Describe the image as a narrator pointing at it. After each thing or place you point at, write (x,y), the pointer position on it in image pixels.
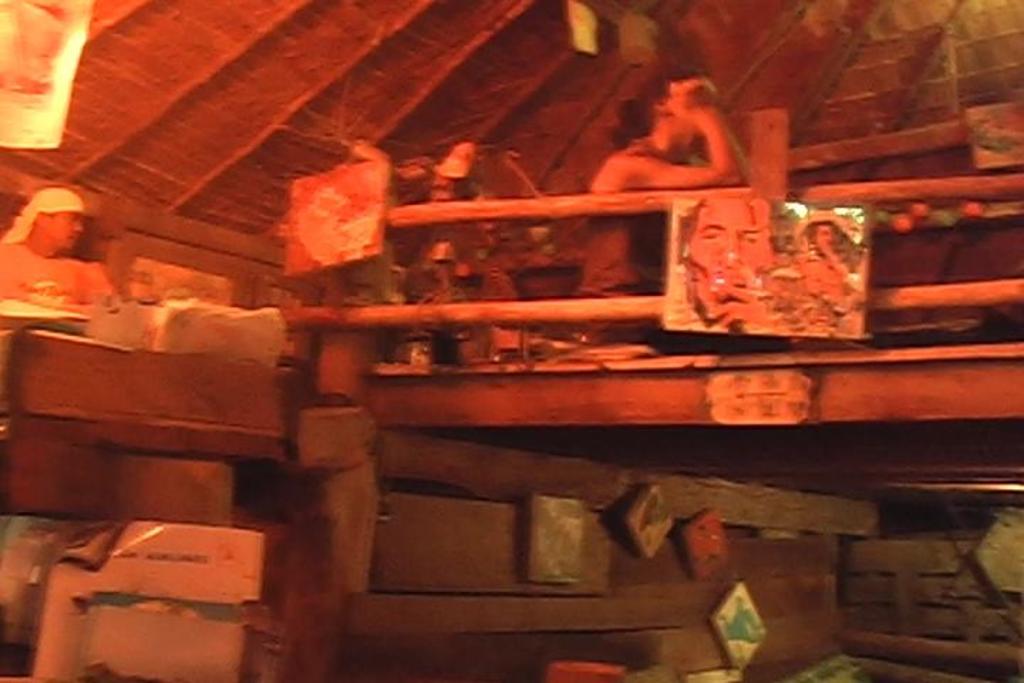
In this picture we can see people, here we can see a photo frame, poster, wooden objects (504,425) and some objects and in the background (276,222) we can see a roof (745,33).
